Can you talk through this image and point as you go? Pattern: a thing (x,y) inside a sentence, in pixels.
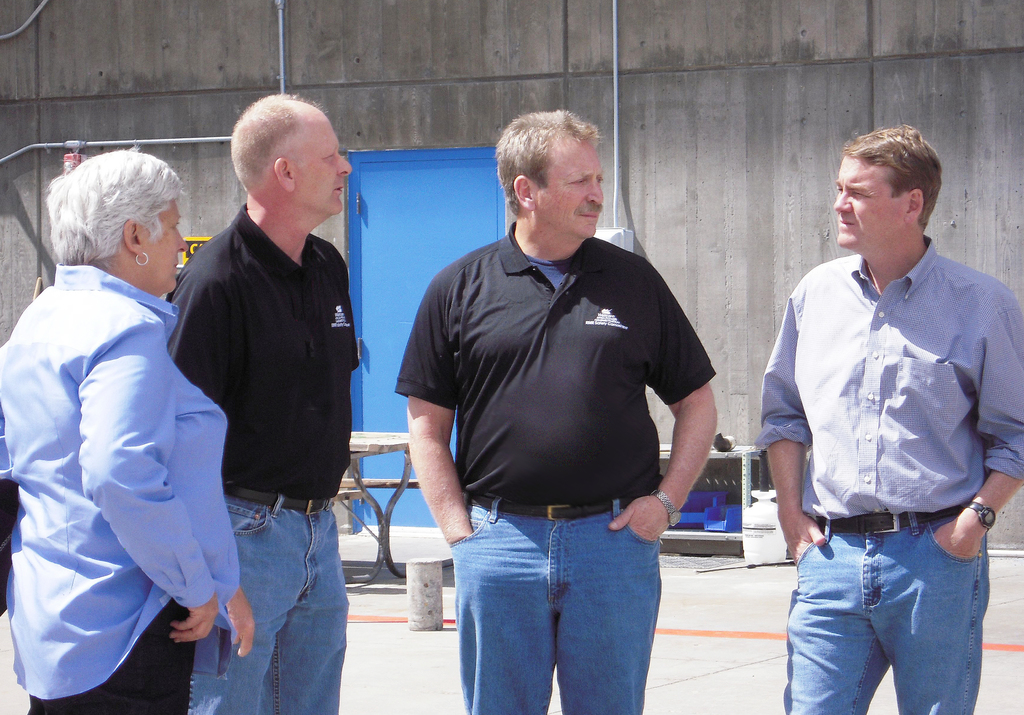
There are four people (285,409) standing and talking to each other. At background (385,282) I can see a blue colored door (438,251) and a table (364,497). This looks like a building wall (817,91).
